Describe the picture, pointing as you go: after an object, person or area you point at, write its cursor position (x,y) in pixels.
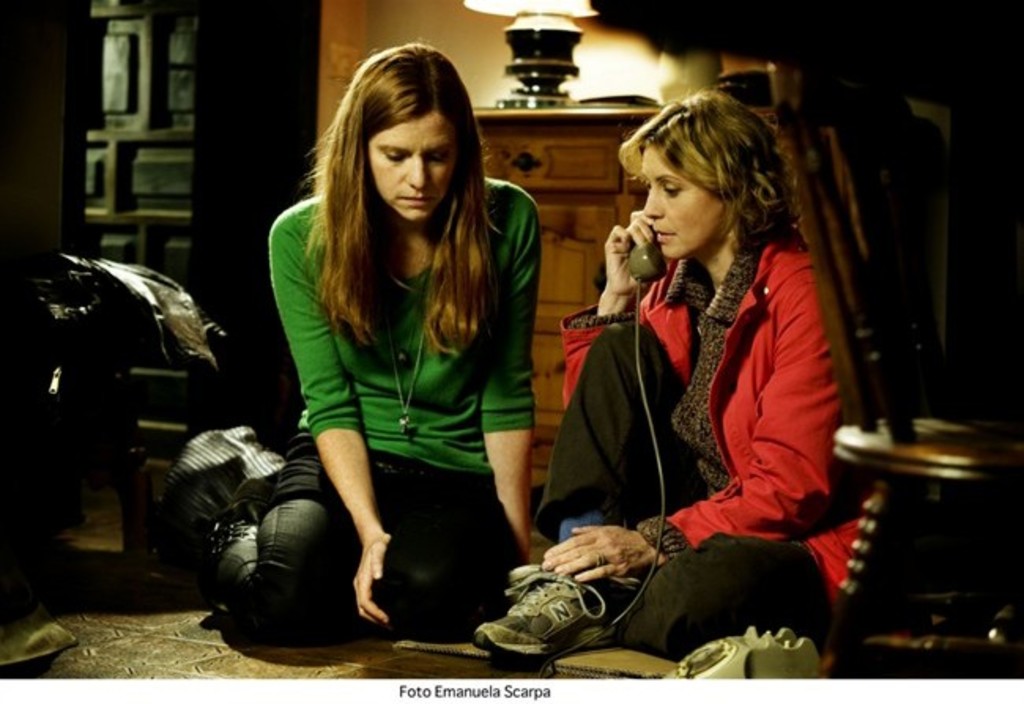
In this picture, we see a woman (705,414) in the red jacket (759,348) is sitting and she is holding a telephone receiver (635,245) in her hand (622,256). I think she is talking on the telephone (662,502). Beside her, we see a woman (480,334) in the green T-shirt (360,376) is sitting on the floor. On the right side (878,482), we see a chair (879,354). Behind them, we see a cupboard (583,141) or a table (548,119) on which a lamp (539,82) and some other objects (693,86) are placed. On the left side (183,292), we see a chair (94,393) on which a black bag (120,299) is placed. In the background (225,164), we see a wall (23,139) and a cupboard (137,189).
